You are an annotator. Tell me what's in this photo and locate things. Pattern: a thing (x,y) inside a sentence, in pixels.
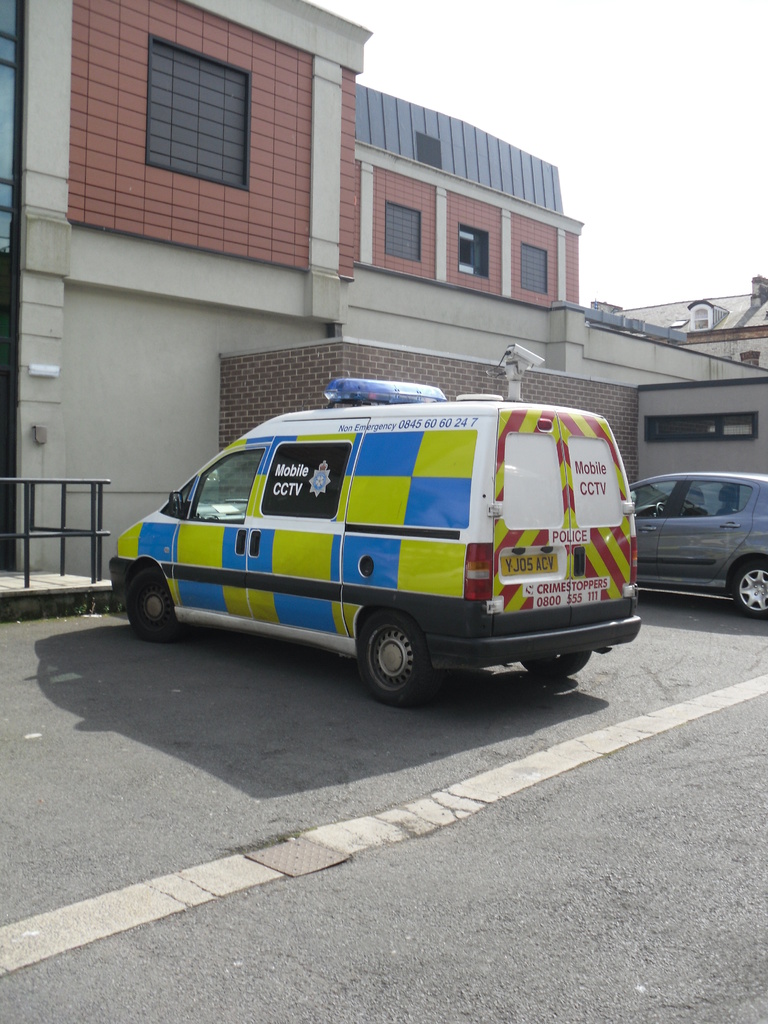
In this picture, there is a truck (319,572) on the road (364,775). It is in green, blue, red and yellow in color. Beside it, there is another car (662,503) which is in grey in color. On the top left (170,239), there is a building (173,206). On the top right (543,157), there is a sky (583,171). At the bottom (384,957), there is a road (387,875).
